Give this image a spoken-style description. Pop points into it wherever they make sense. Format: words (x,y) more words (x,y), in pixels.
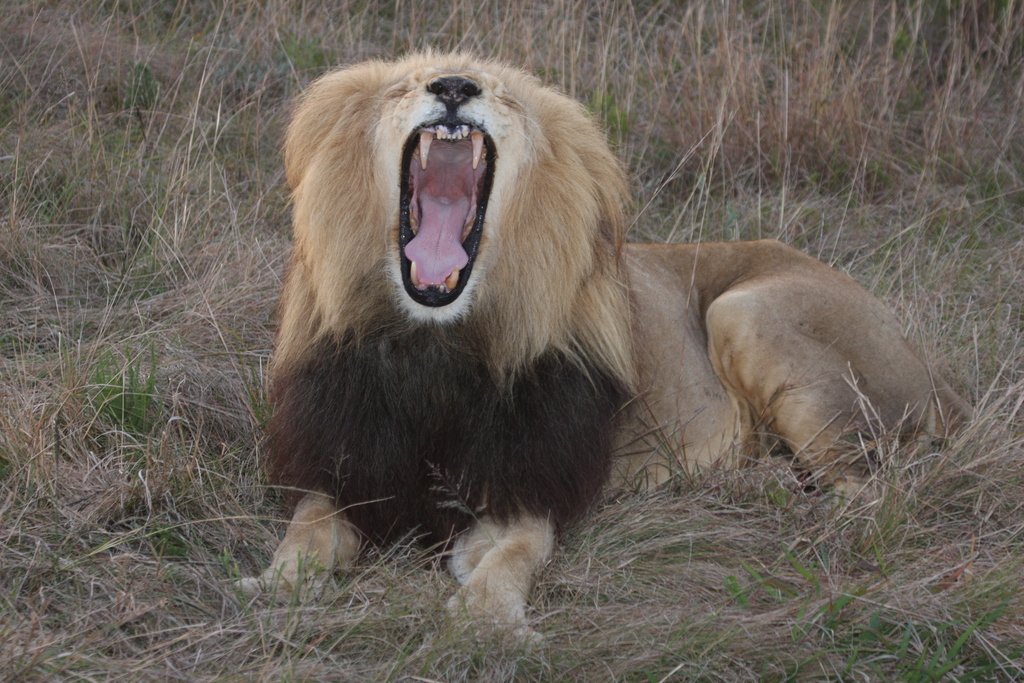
In this picture there is a lion (388,330) sitting on the grass (761,601). On the left (16,208) we can see some green grass (139,375).
